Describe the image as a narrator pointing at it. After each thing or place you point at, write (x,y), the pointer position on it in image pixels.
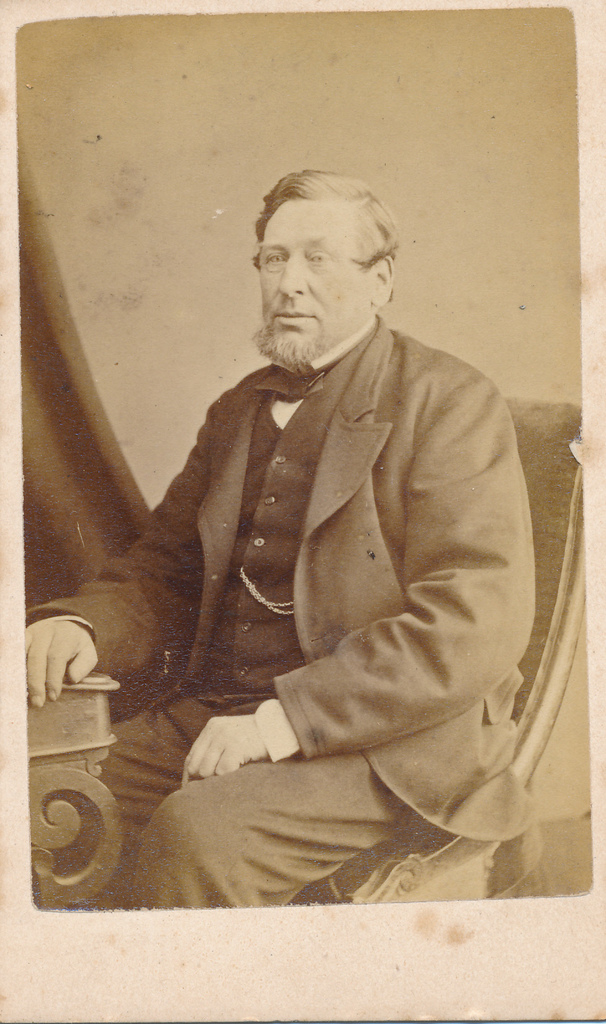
This is a black and white picture. In this picture, we see a man (199,549) in the blazer (366,541) is sitting on the chair (408,874). In front of him, we see a table (66,707). On the left side (67,452), we see a curtain (73,503) in black color. In the background (244,201), we see a wall (213,355). This picture might be a photo frame.
